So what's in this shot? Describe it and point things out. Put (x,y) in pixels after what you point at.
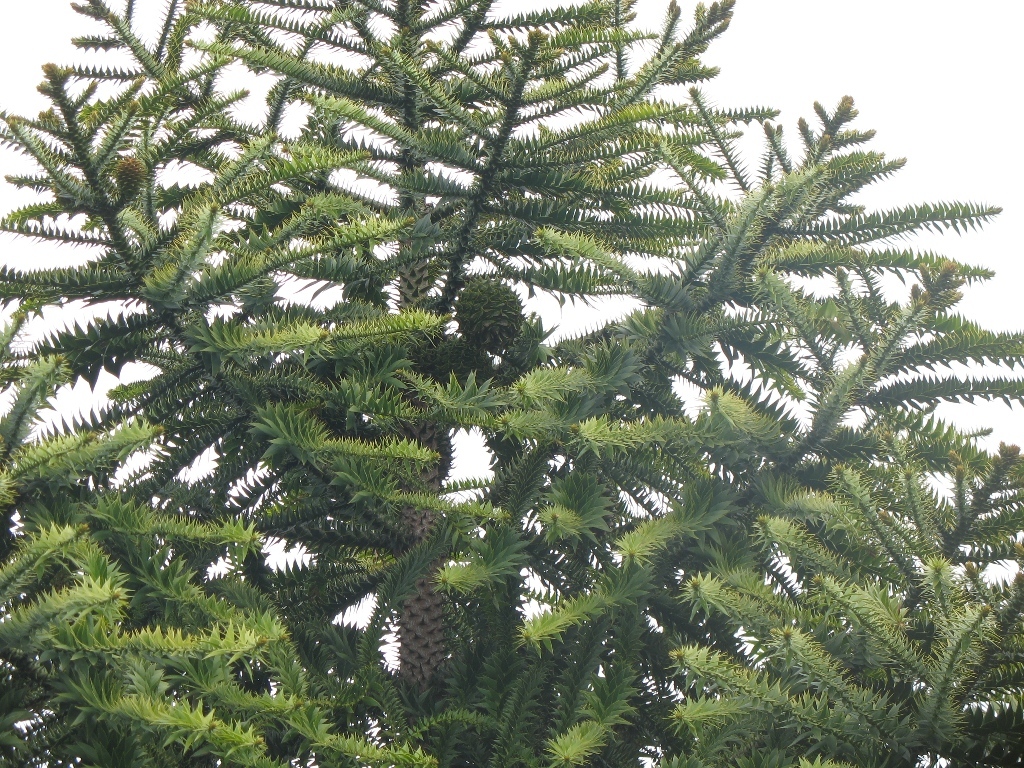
Here we can see trees (620,485) and there is a white background (975,44).
